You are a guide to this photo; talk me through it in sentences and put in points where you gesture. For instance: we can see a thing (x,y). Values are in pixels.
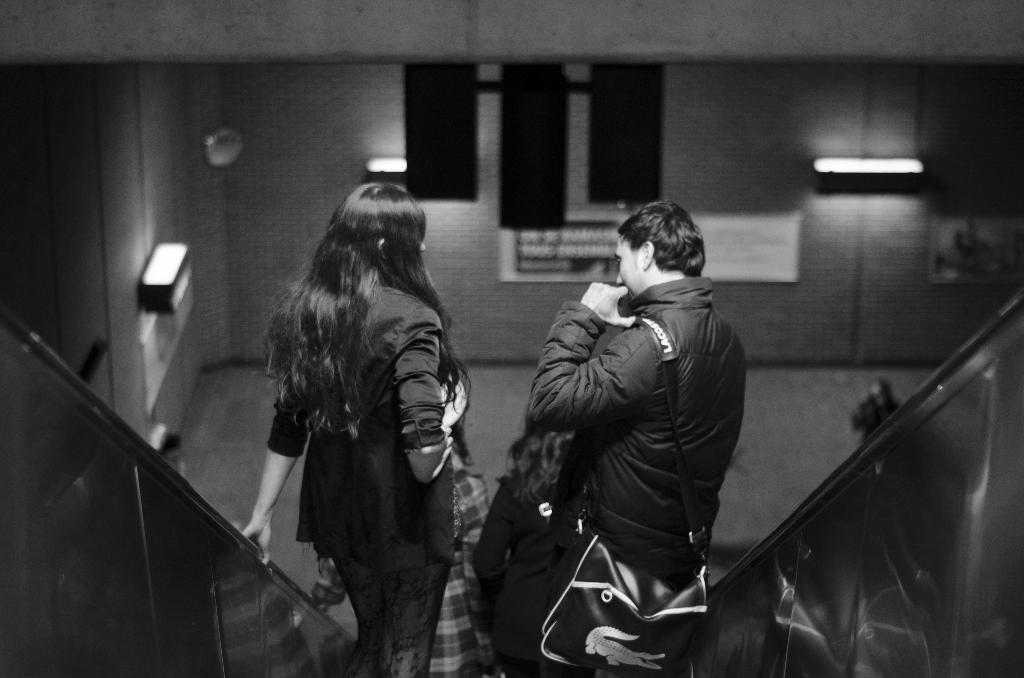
This is a black and white image and here we can see people (424,446) on the escalator (324,633) and one of them is wearing a bag (607,581). In the background (614,225), there are lights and we can see boards (711,223) on the wall (778,312). At the bottom (741,484), there is a floor (752,447).
